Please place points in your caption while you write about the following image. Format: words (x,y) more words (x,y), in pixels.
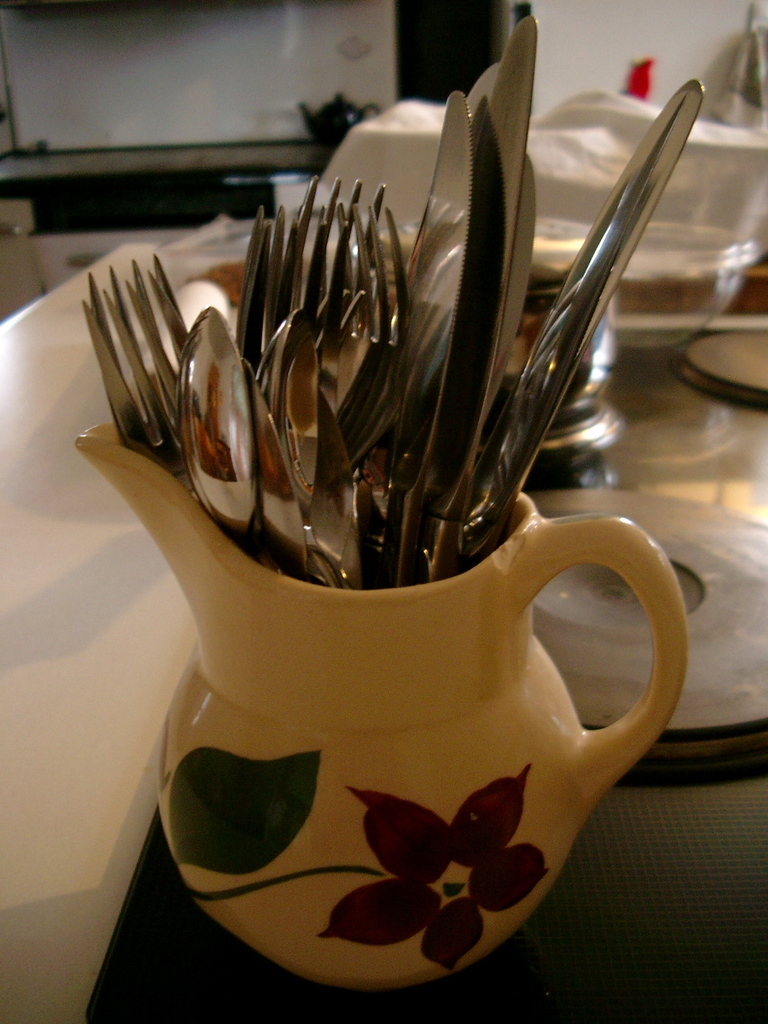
In this picture we can see forks (341,322), spoons (196,389), knives (479,432) are in the jug (378,645), and the jug (475,627), bowls (687,248) are on top of the table (606,824).
